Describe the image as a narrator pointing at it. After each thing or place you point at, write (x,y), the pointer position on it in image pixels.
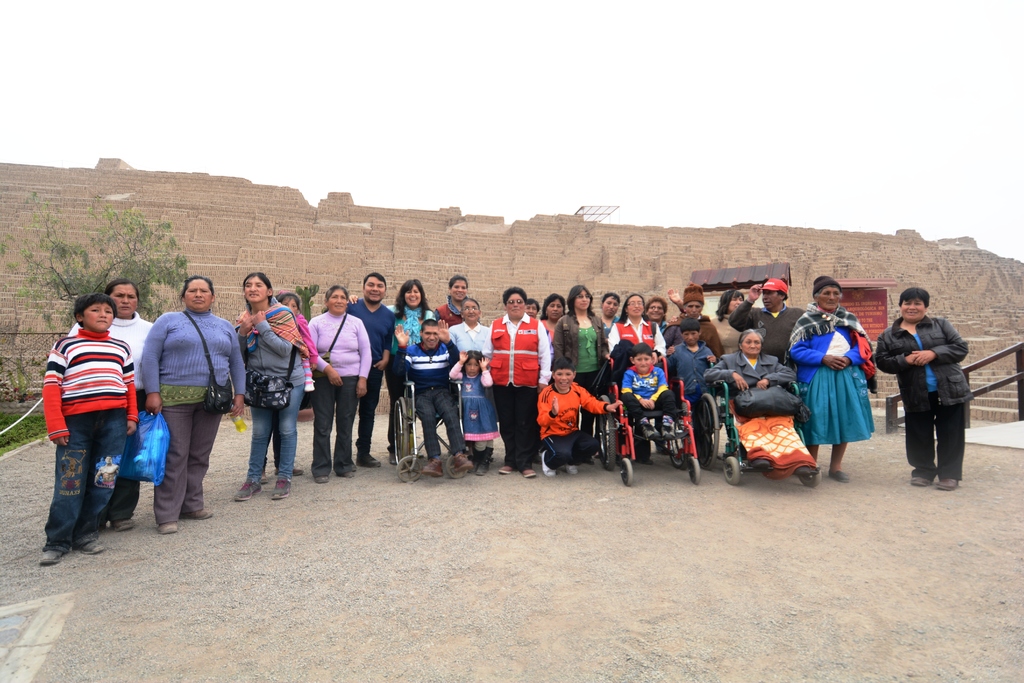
In this image, we can see people (824,349) standing and wearing bags (213,368) and some of them are sitting in the wheel chairs (665,437). In the background (78,233), there are trees (61,243), boards (856,298), stairs (994,374), railings (990,388) and we can see a fort (399,243). At the bottom (422,580), there is road (394,575).
